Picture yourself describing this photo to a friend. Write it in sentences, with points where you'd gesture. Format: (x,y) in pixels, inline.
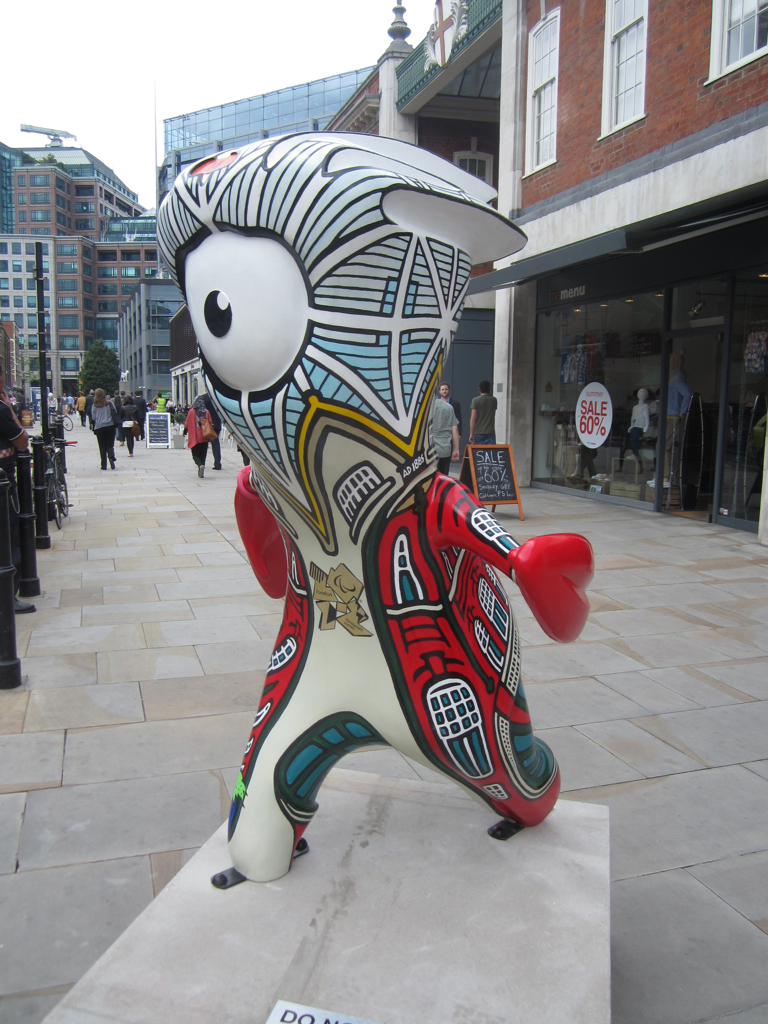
In the image we can statue (306,414) and there are people (109,443) walking, they are wearing clothes (79,406). We can even see there are buildings (240,140) and these are the windows (713,28) of the building (75,187). Here we can see the footpath (605,641), poles (43,416), board (485,481) and the sky (69,19).
